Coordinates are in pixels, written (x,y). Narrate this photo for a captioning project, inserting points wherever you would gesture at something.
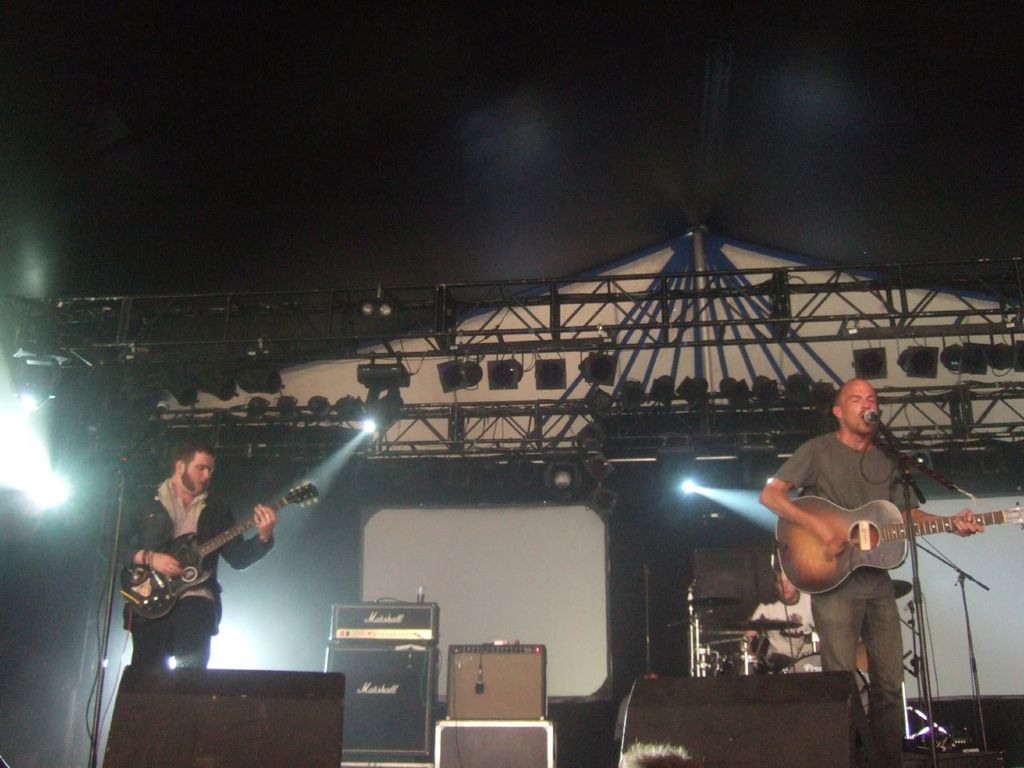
In this image it seems like a concert in which there are two men (274,524) who are playing the guitar (163,579) and singing with the mic (870,420) on a stand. At the background (776,637) there is another man (783,592) who is playing the drums (708,656). At the top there is stand (203,346) and lights (451,369). In the middle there is a speaker (392,677).
